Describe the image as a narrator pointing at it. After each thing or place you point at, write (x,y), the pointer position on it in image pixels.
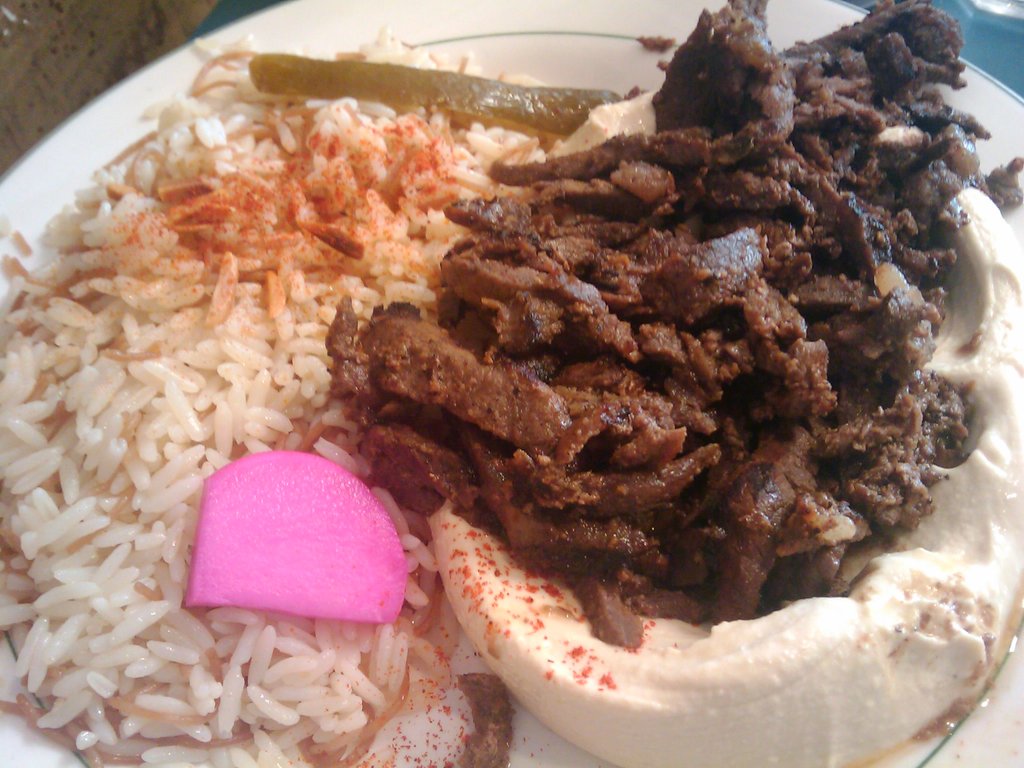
In this image I see the white plate (63,206) on which there is rice (200,227) and I see other food item (687,306) which is of white and brown in color and I see the pink color thing (256,505) over here.
